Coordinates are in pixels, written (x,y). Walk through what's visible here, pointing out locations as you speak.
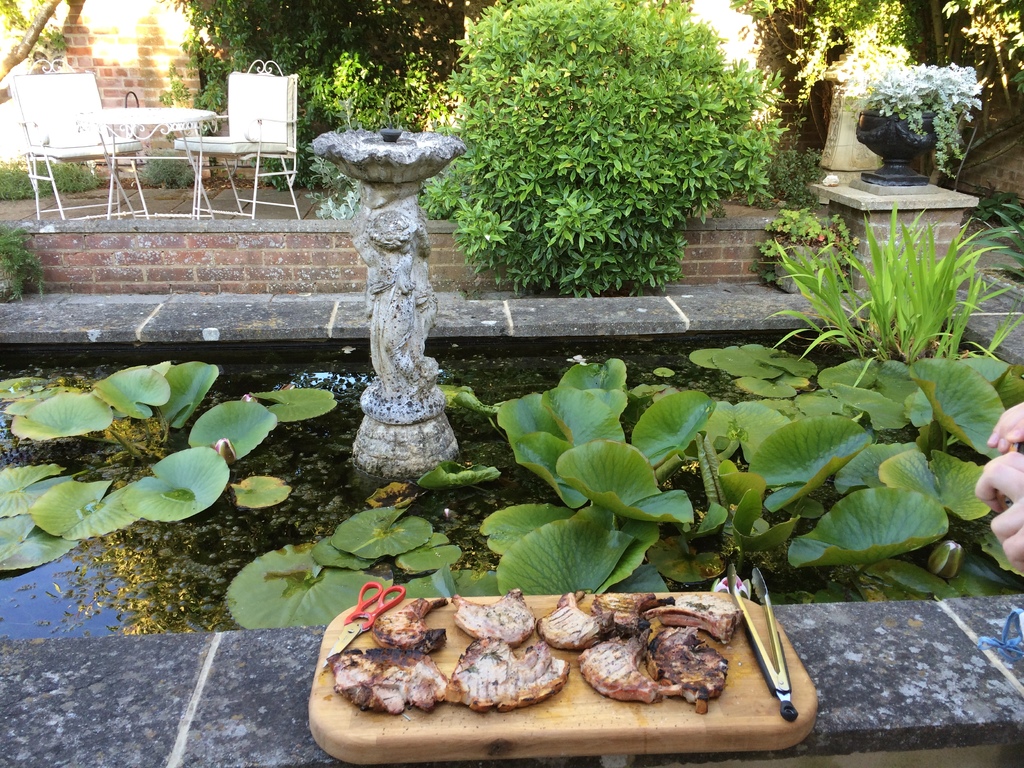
In this picture we can see a chopping board (557,712) at the bottom (528,708), there is some food (641,696) and scissors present on the chopping board (596,704), there is water (338,512) and some plants (859,412) in the middle (642,346), in the background (239,125) we can see chairs (232,143), a table (183,111), a wall (142,53) and some plants (620,48).
